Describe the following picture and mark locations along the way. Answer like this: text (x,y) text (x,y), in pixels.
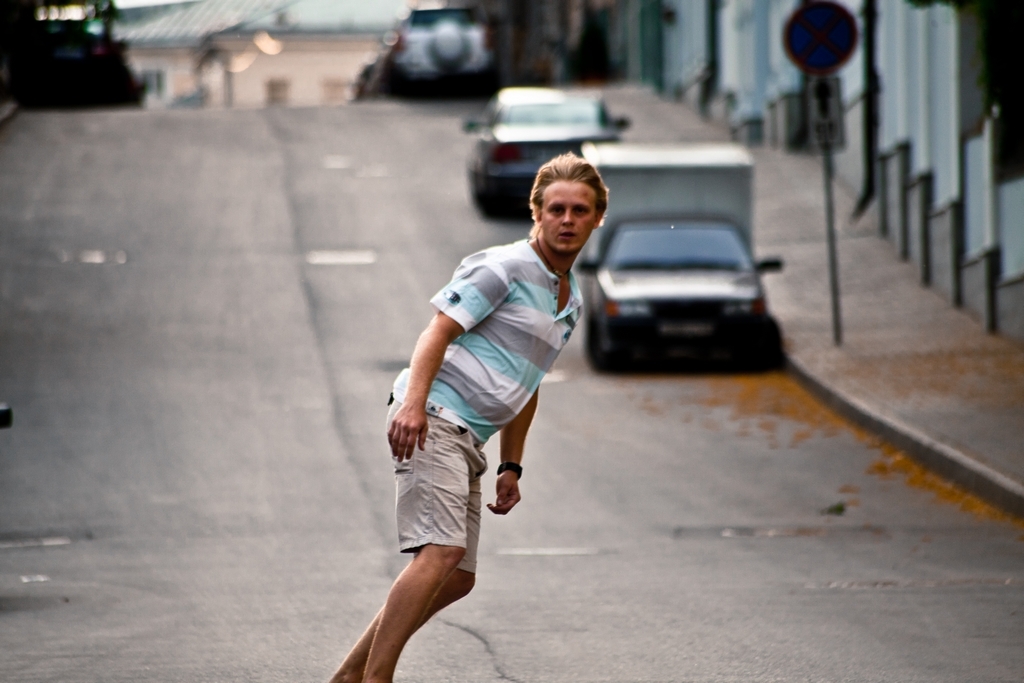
In the center of the image (395,382) there is a person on the road (578,475). There are vehicles (676,334). In the background of the image (321,74) there is a building (295,42). There is a sign board (791,54).
